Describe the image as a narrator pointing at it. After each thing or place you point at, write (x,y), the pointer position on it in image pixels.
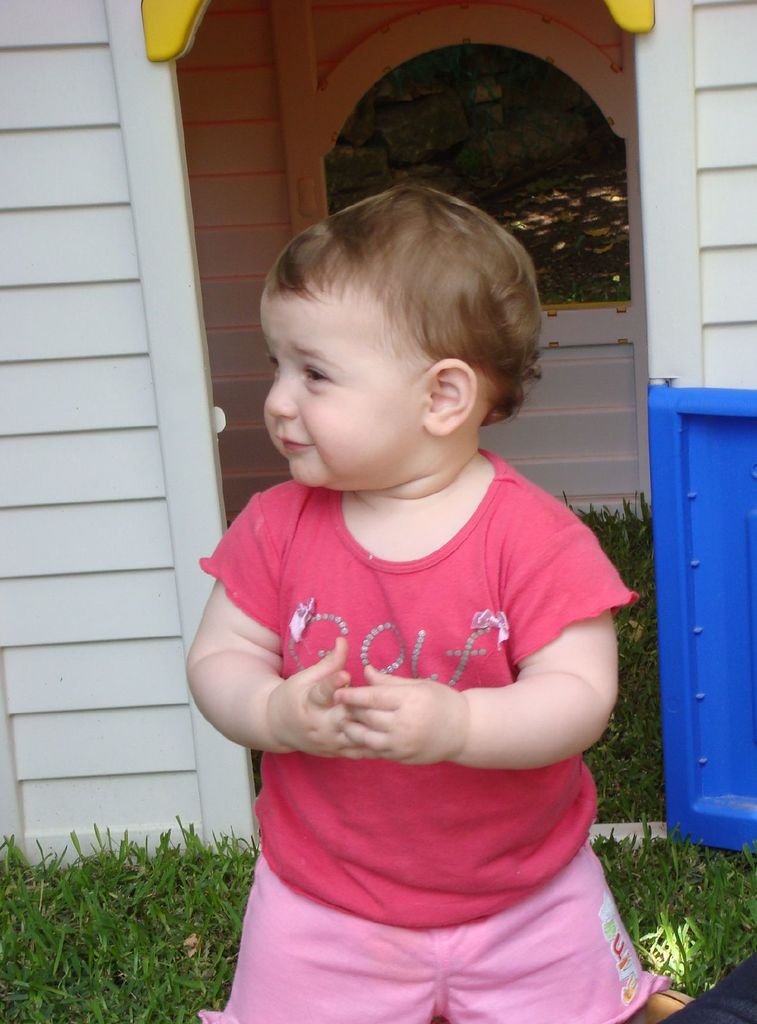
In this image, I can see a small boy (343,858) standing. This looks like a playhouse (357,15). Here is the grass (127,920). I think this is the door (712,568), which is blue in color.
